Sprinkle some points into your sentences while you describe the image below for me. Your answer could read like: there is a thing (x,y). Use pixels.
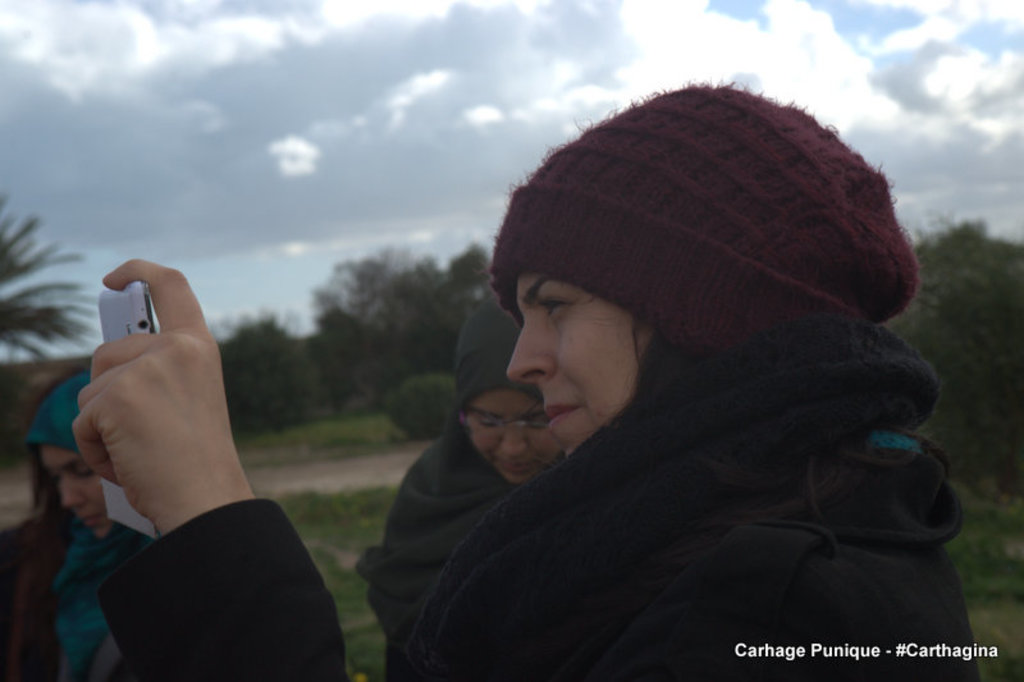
In this image I can see group of people (415,472) wearing jackets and caps (713,205). I can see a woman (749,160) holding her phone (131,283) in her hand (186,307). In the background (49,313) I can see cloudy sky (231,149) and number of trees (1013,329).
